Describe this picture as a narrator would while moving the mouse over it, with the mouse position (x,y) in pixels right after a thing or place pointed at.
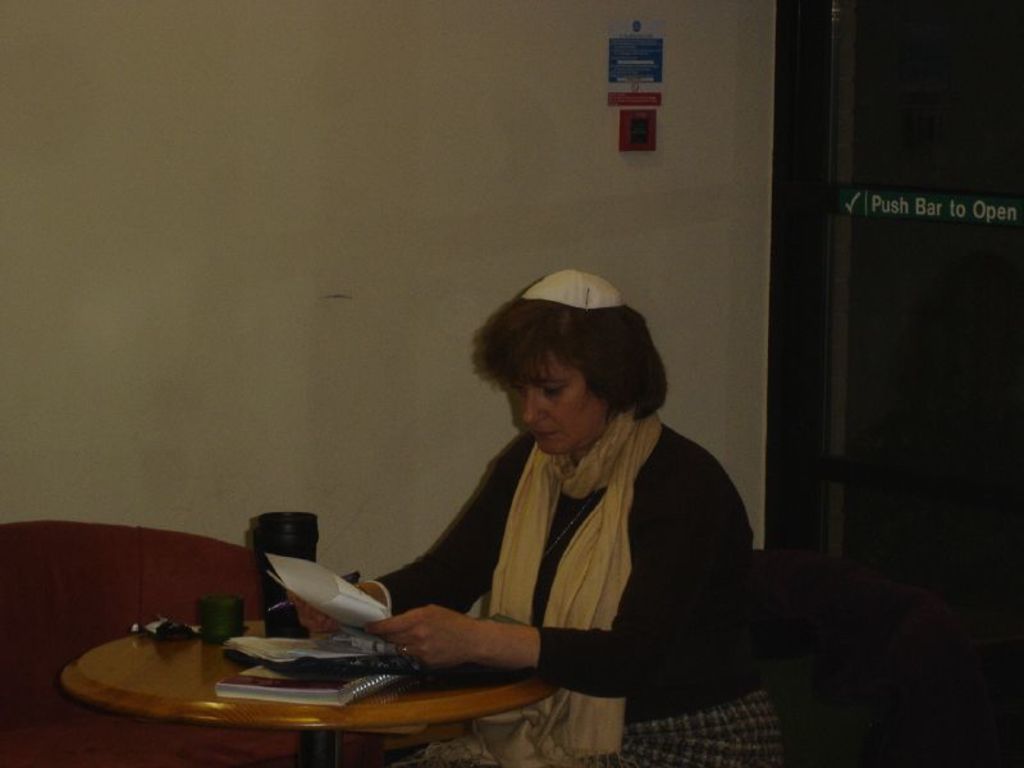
In this image I can see a woman (667,719) is holding a paper (300,591) and a pen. On this table (128,684) I can see a book (299,697) and few more stuffs (210,618).
